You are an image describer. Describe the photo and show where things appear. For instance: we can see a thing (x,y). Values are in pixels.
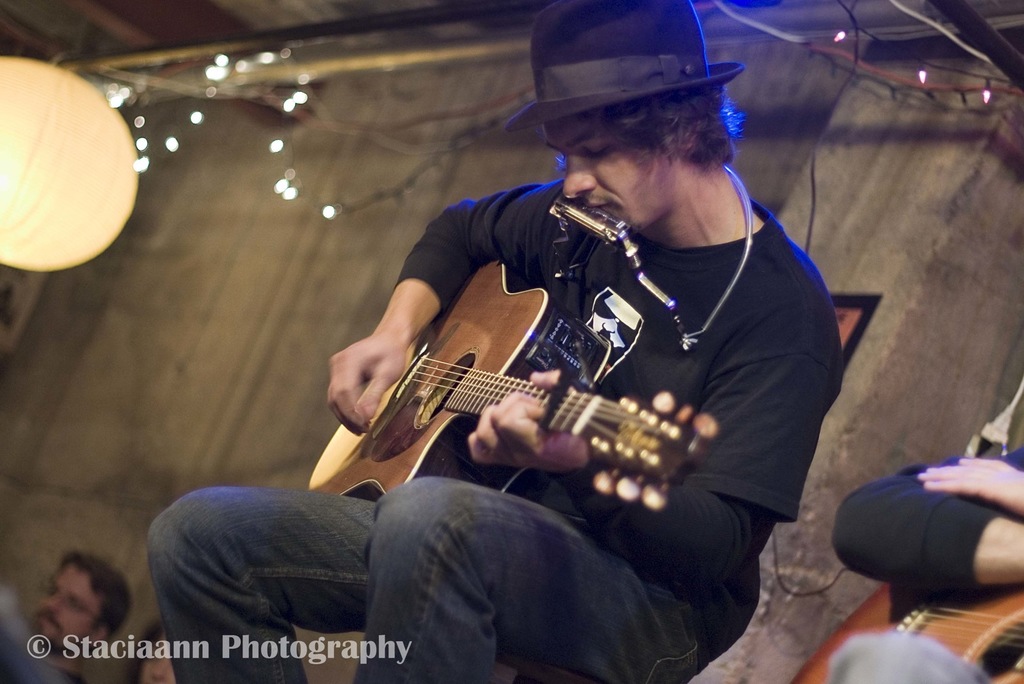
In this picture there is a man (673,121) in the center of the image (496,293), he is playing guitar (358,470) and there is another person (894,498) in the bottom right side of the image (961,586), there are lights (85,126) at the top side of the image (85,106).
